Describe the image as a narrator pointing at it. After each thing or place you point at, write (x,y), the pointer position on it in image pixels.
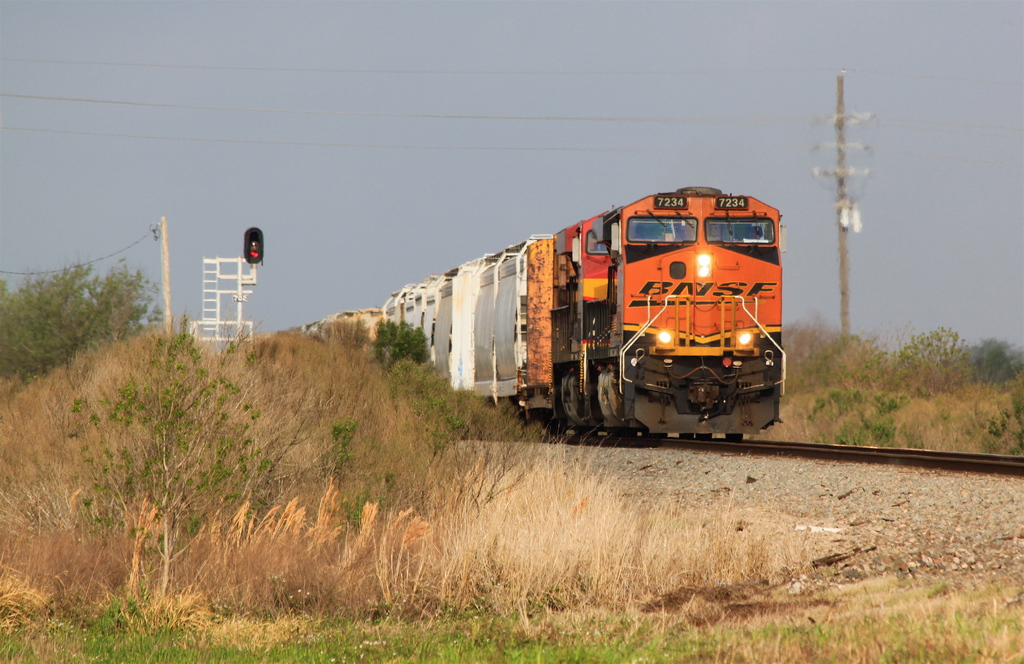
In this image I can see few railway tracks (887,457) and on it I can see a train (547,339). In the front of the train (699,301) I can see few lights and something is written. On the both side of the train (631,333) I can see number of plants (477,405), trees (64,293), few poles (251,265) and few wires (406,113). On the left side of this image (252,231) I can see a signal light (252,244) and I can also see the sky (365,178) in the background (428,224).
